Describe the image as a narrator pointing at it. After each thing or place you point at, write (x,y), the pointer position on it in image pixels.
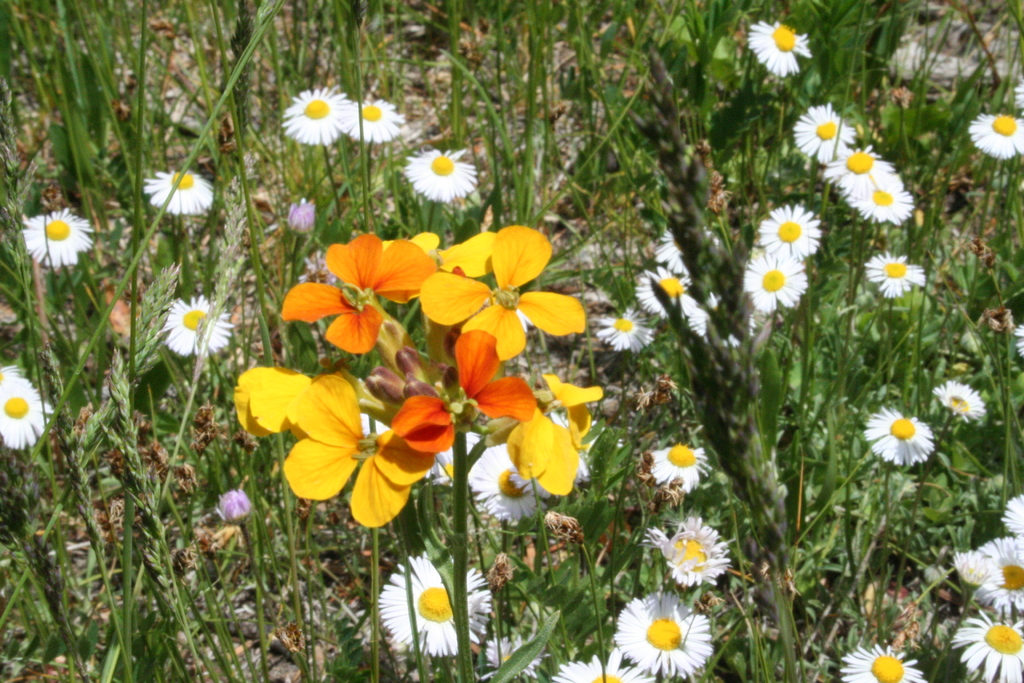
In the image we can see some flowers (502,502) and plants (307,44).
